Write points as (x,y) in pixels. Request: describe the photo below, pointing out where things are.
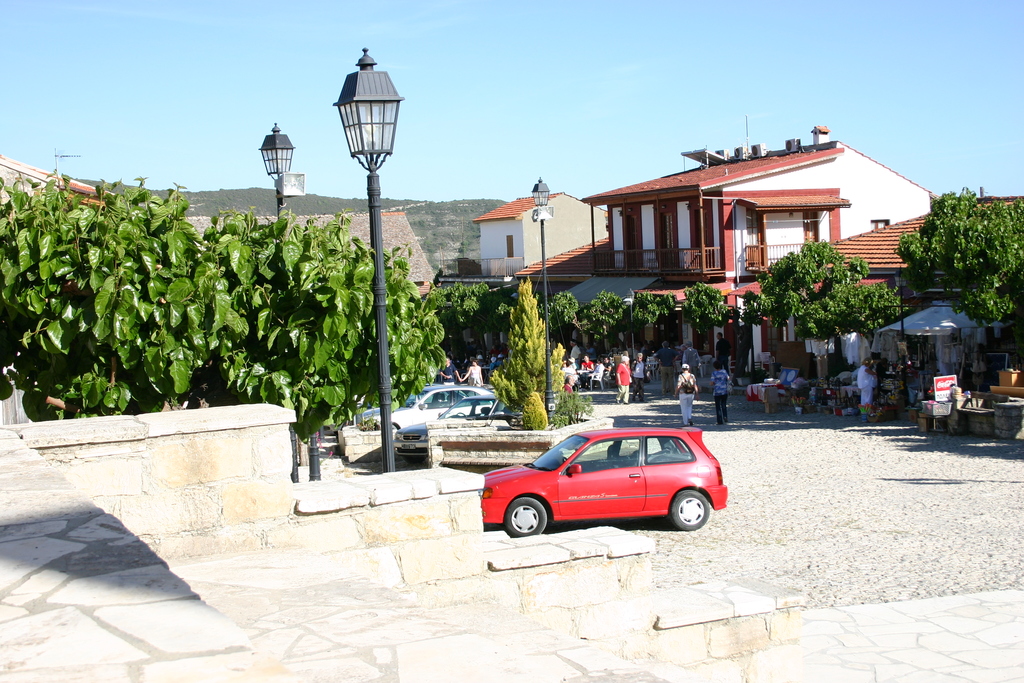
In this picture I can see there are few stairs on to left (336,613) and there is a plant (193,331) and there are poles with lamps (373,122) and there are few cars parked and there are few buildings (606,210) and there are few people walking here and few of them are sitting here at the tables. In the backdrop (472,203) there is a mountain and the sky (315,161) is clear.
